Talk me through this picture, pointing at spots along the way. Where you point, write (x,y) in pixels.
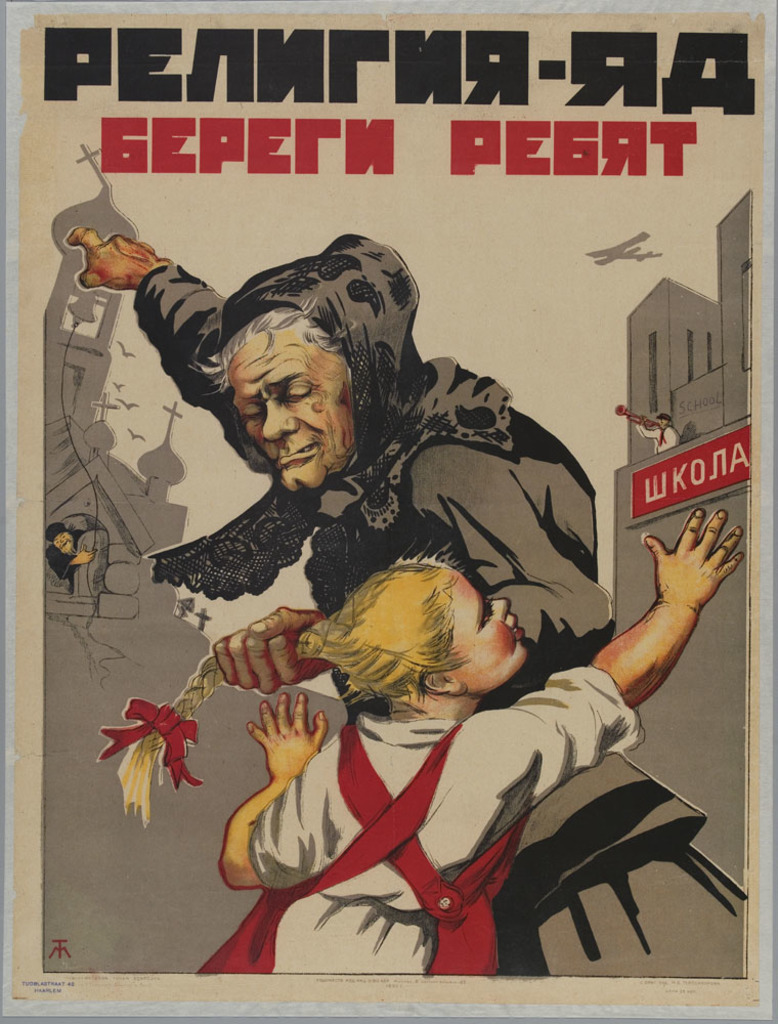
This image is a painting. In this image we can see woman (282,518) and girl (303,788). In the background (649,490) we can see aeroplane (629,253) and buildings (47,642). At the top of the image (389,156) there is a text (386,146).
